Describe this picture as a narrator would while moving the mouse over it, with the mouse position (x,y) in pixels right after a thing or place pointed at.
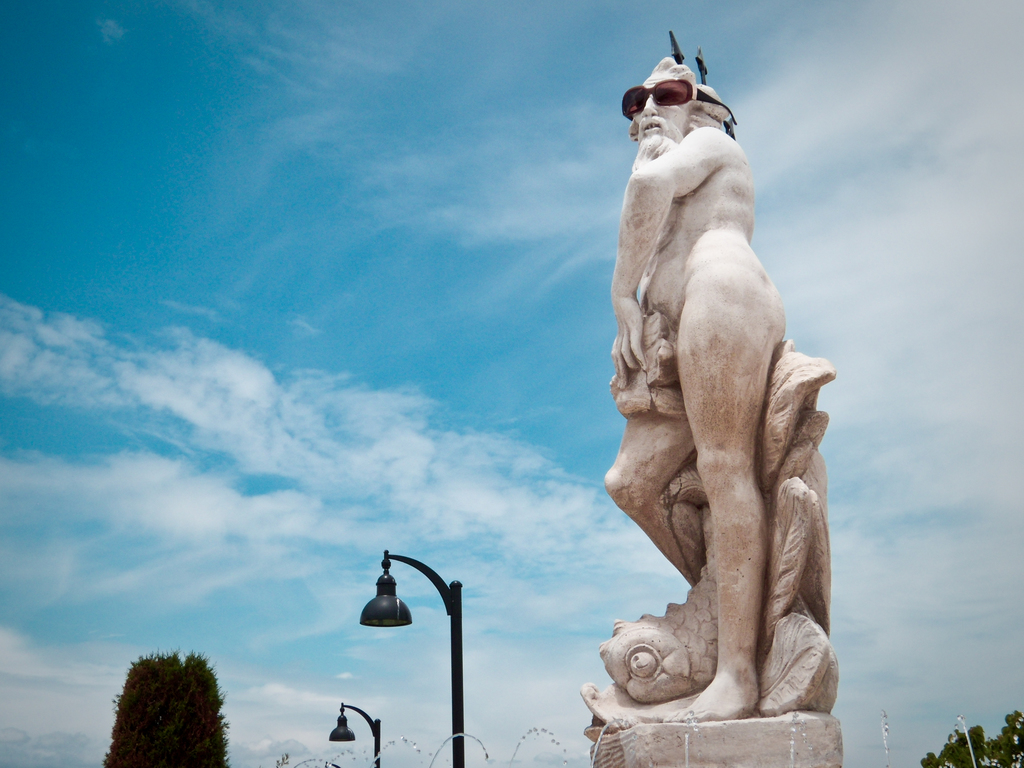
In this image I can see a white colour sculpture (723,180), two poles (459,725), two lights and in the front of the sculpture (790,681) I can see water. I can also see few trees (213,699) on the both sides of this image. In the background (161,287) I can see clouds (87,670) and the sky (386,349).
